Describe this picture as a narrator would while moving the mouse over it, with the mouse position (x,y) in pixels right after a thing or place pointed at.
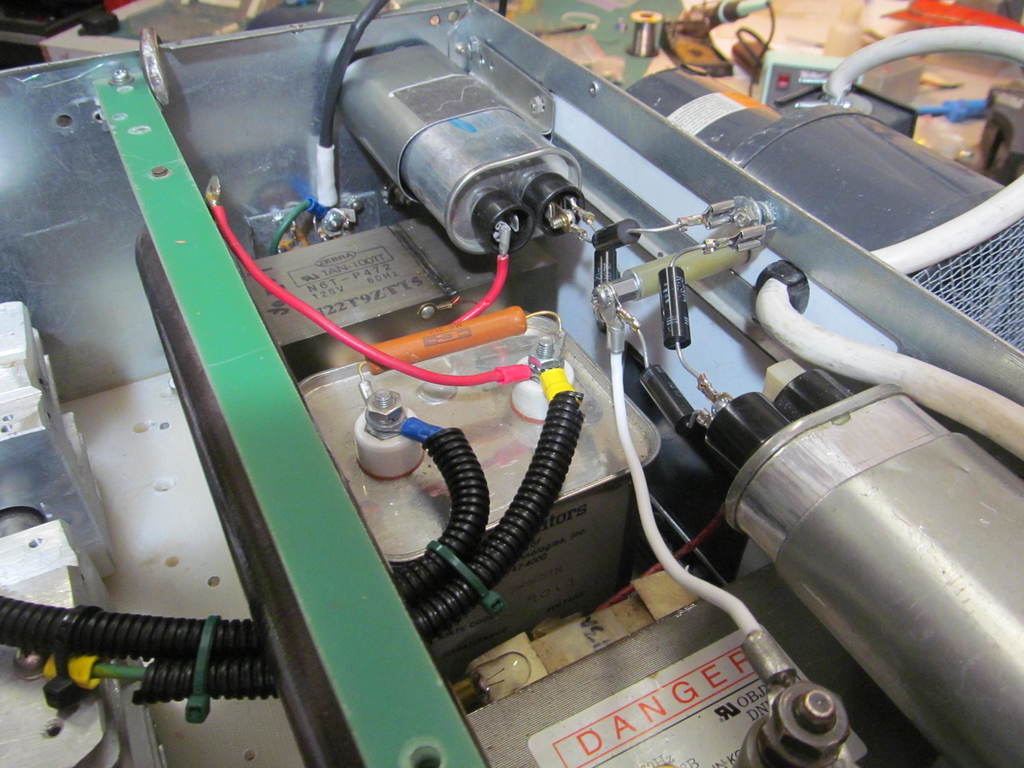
In this image we can see some equipment (414,464) with cables (458,471) and nuts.
